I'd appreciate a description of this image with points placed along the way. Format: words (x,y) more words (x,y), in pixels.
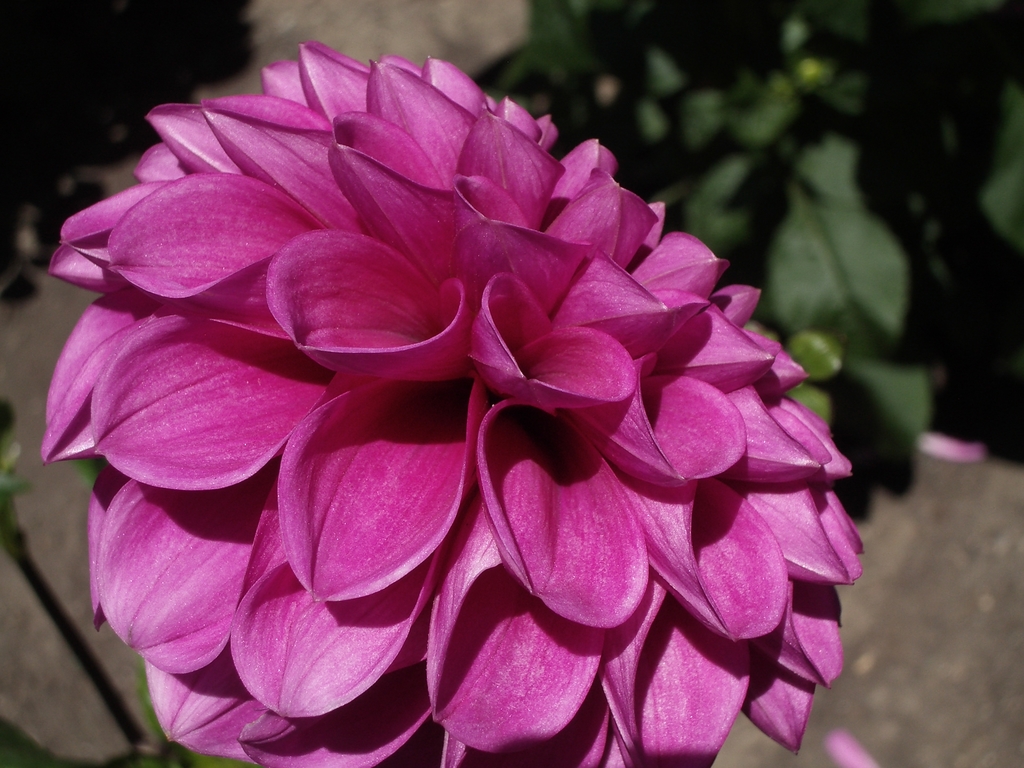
Here in this picture we can see a flower (362,228) present over there and behind it we can see plants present all over there.
